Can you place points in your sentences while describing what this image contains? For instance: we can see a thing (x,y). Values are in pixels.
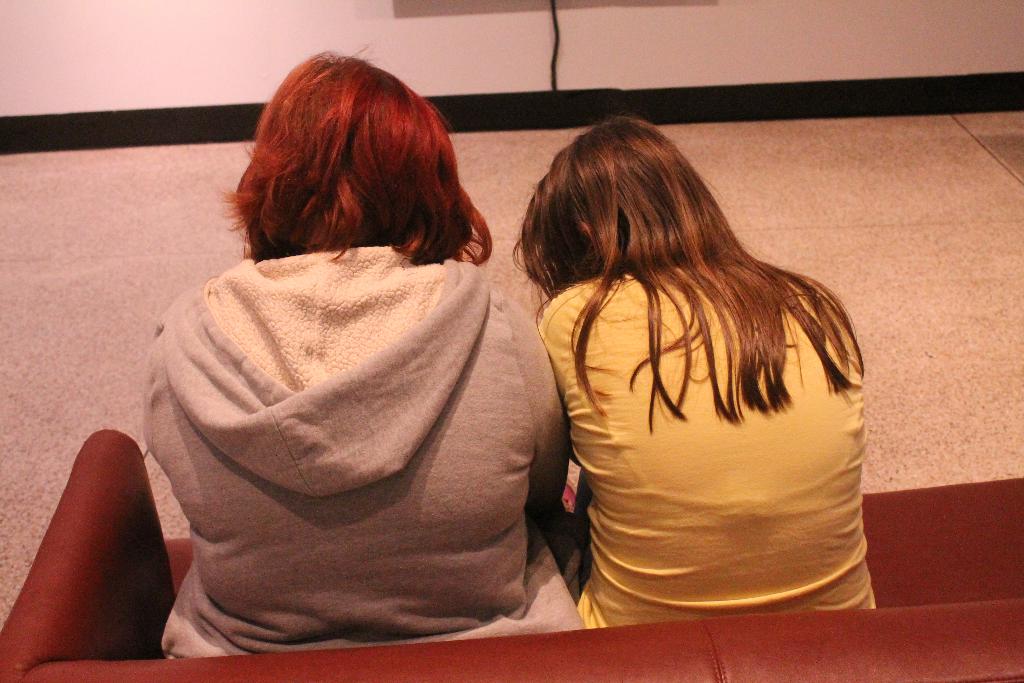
In this image I can see two people (607,492) sitting on the maroon color couch (735,616). These people (508,545) are wearing the yellow and ash color dresses (750,495). In the back (201,268) I can see the floor (76,299) and the white wall (447,66).
